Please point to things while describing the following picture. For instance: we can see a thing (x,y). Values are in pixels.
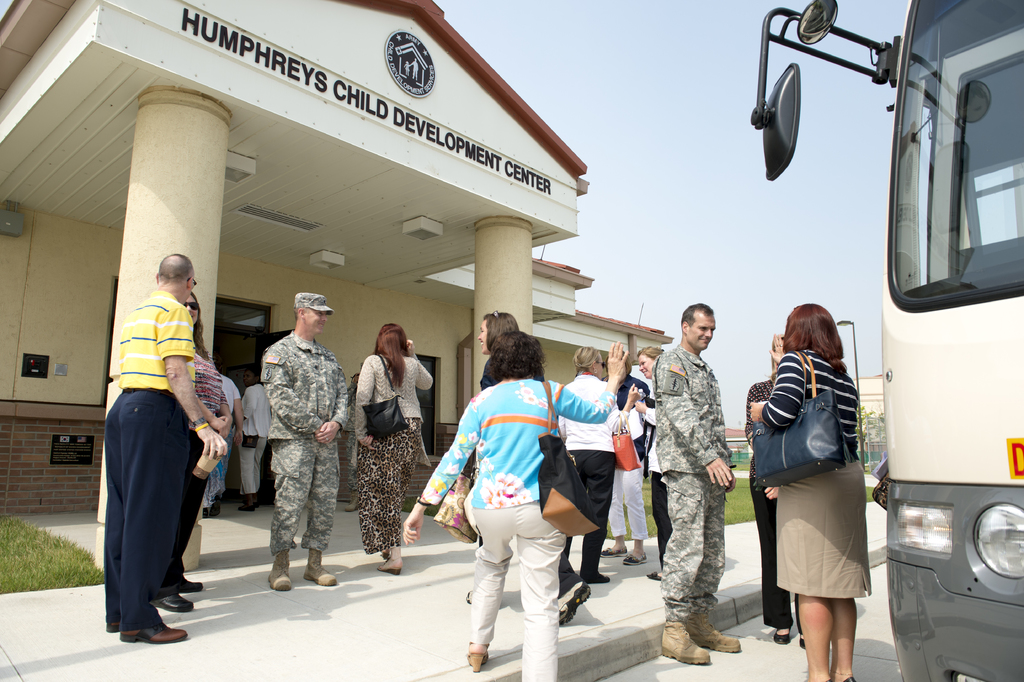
This is an outside view. On the right side (948,361), I can see a vehicle (934,677) on the road (882,657). On the left side (105,291) there is a building (283,228). Here I can see many people (528,448) are standing on the ground (373,620). In the background (743,484), I can see the grass (739,503). At the top (649,110) I can see the sky (655,123).
